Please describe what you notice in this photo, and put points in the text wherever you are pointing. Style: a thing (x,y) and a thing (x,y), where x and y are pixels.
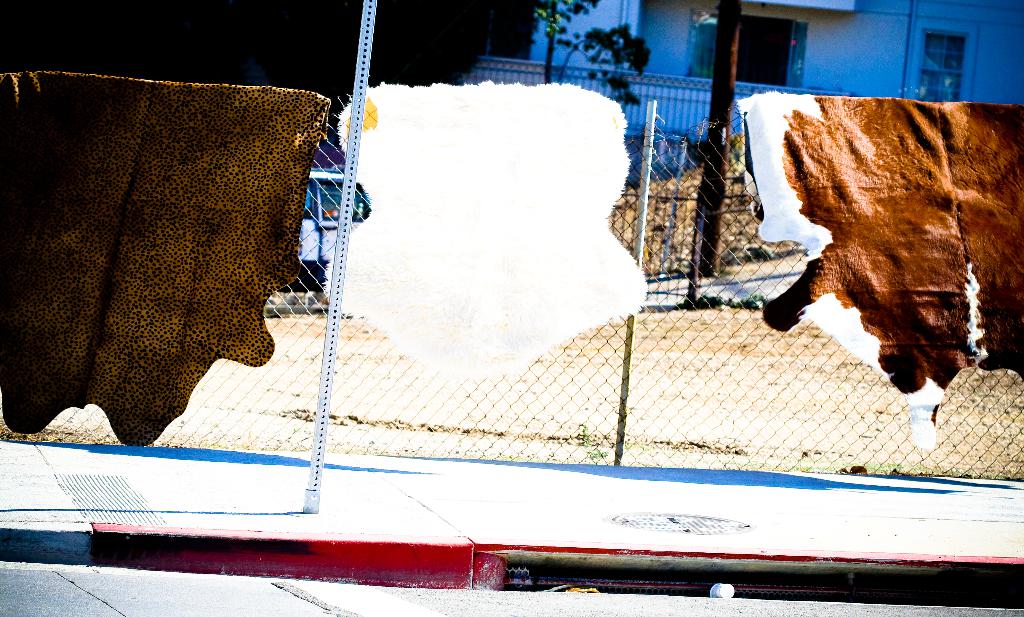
In this image there are animal skins (438,294) hung on the fence (467,451) and in the background (621,45) there are building (917,53), trees (618,32) and a vehicle (311,217).
